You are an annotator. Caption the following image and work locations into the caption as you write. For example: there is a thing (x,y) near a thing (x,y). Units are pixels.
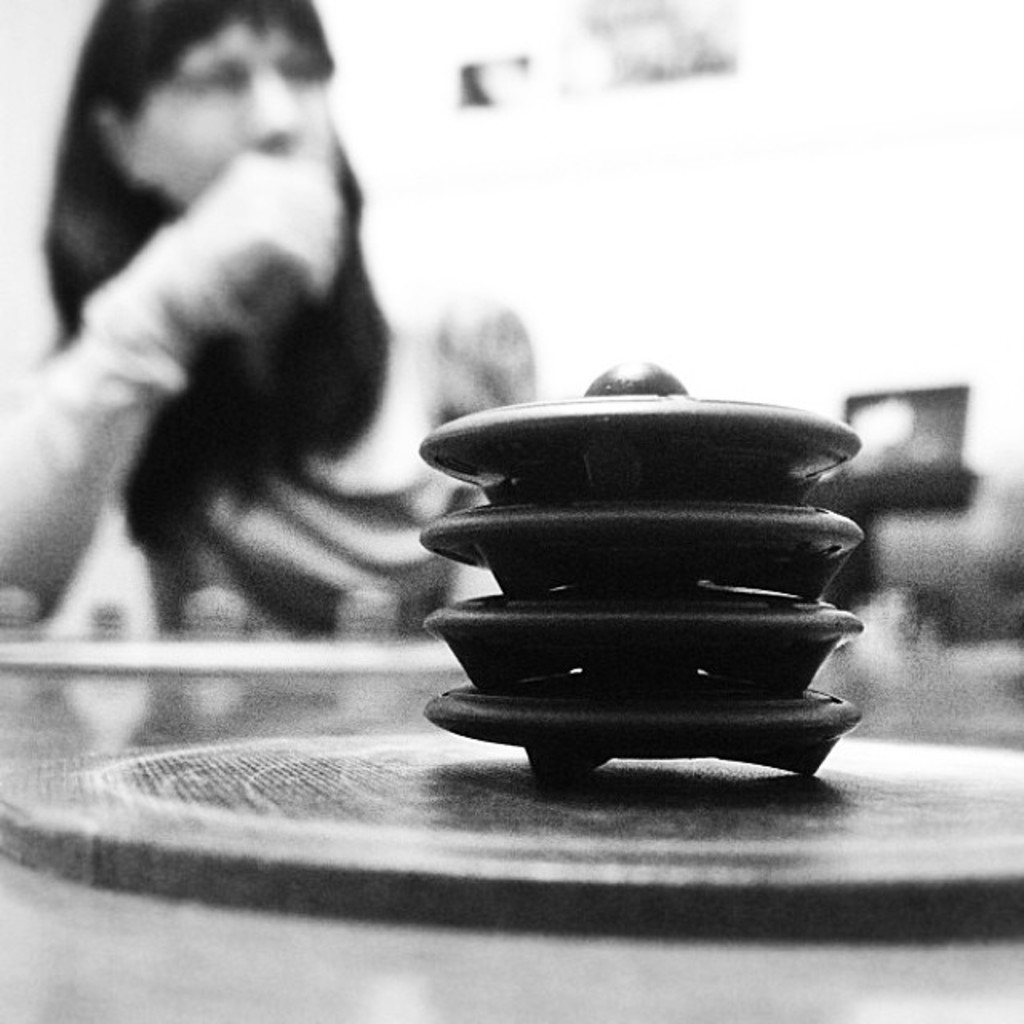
This is a black and white image. These are the kind of objects (748,427), which are placed one on the other. This looks like a table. In the background (318,500), I can see the woman (185,409) sitting.
